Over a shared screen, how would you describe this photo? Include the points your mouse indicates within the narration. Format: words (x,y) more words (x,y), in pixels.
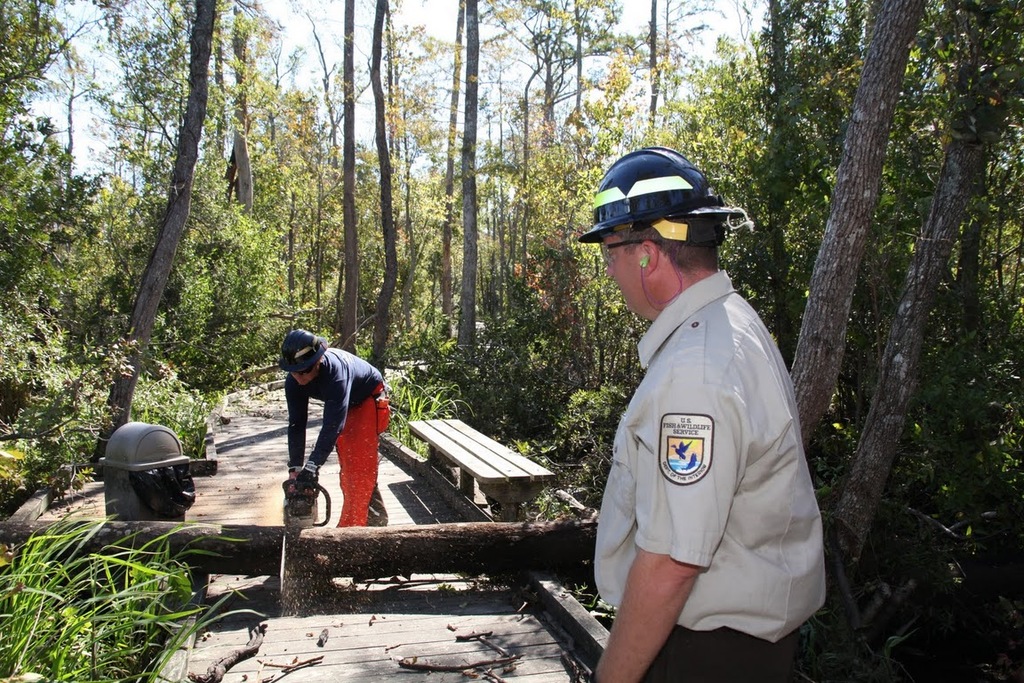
In this picture we can see two people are on a platform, they are wearing helmets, one person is holding a machine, here we can see a bench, wooden log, dustbin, some sticks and in the background (315,247) we can see trees (168,134), sky (267,58).
